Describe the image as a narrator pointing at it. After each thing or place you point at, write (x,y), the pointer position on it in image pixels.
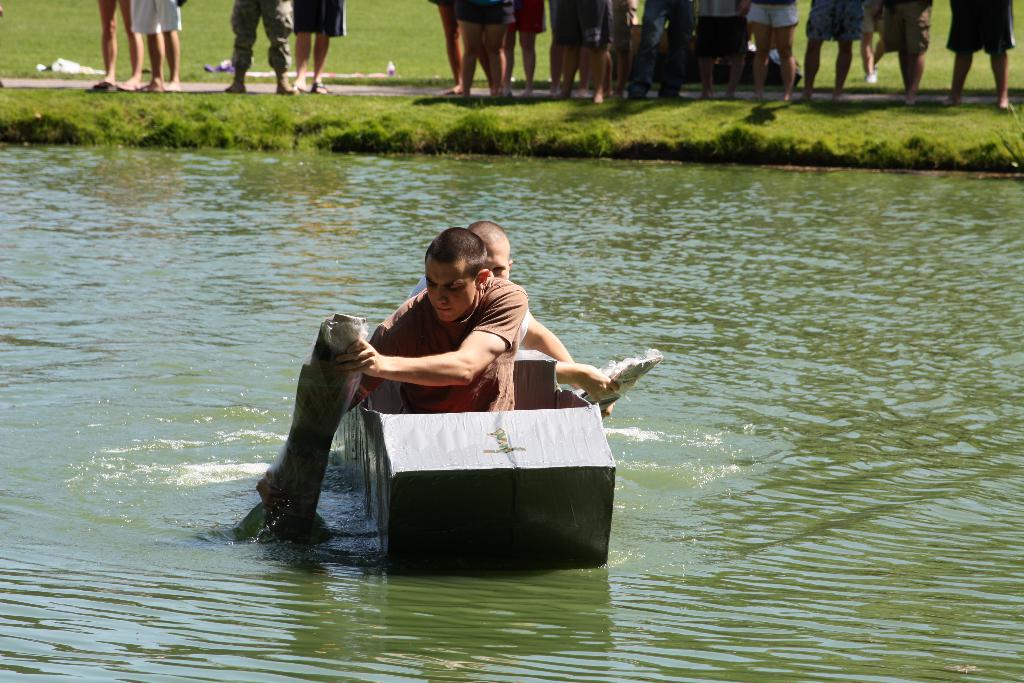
In this image we can see two persons (467,339) are in an object (371,429) on the water (550,630) and they are holding objects (333,416) in their hands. In the background (104,13) we can see few persons (319,15) are standing at the water (254,221) on the ground (90,126) but we are able to see only the person's legs (300,63) and objects (376,76) on the grass (540,103) on the ground (309,78).
